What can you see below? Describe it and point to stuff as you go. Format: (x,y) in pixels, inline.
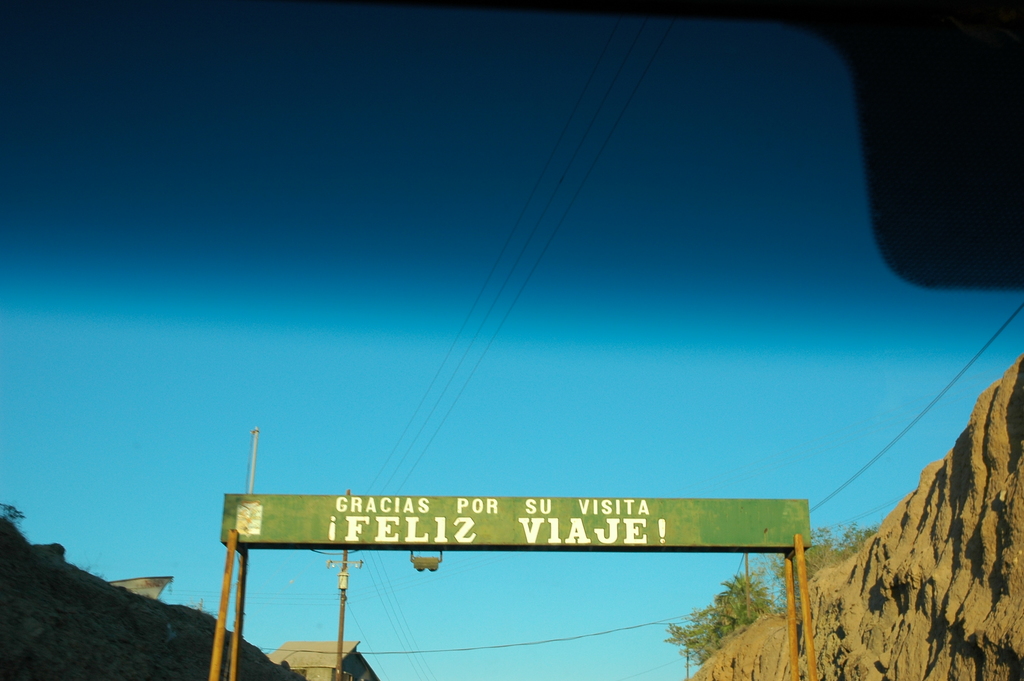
In this image I can see a arch (298,521) which is green in color and few words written on it in white color. To the both sides of the arch (514,514) I can see the mud walls (147,618) and I can see few trees (752,604) and the building (334,654). In the background (340,667) I can see a pole (345,563), few wires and the sky (351,256).
